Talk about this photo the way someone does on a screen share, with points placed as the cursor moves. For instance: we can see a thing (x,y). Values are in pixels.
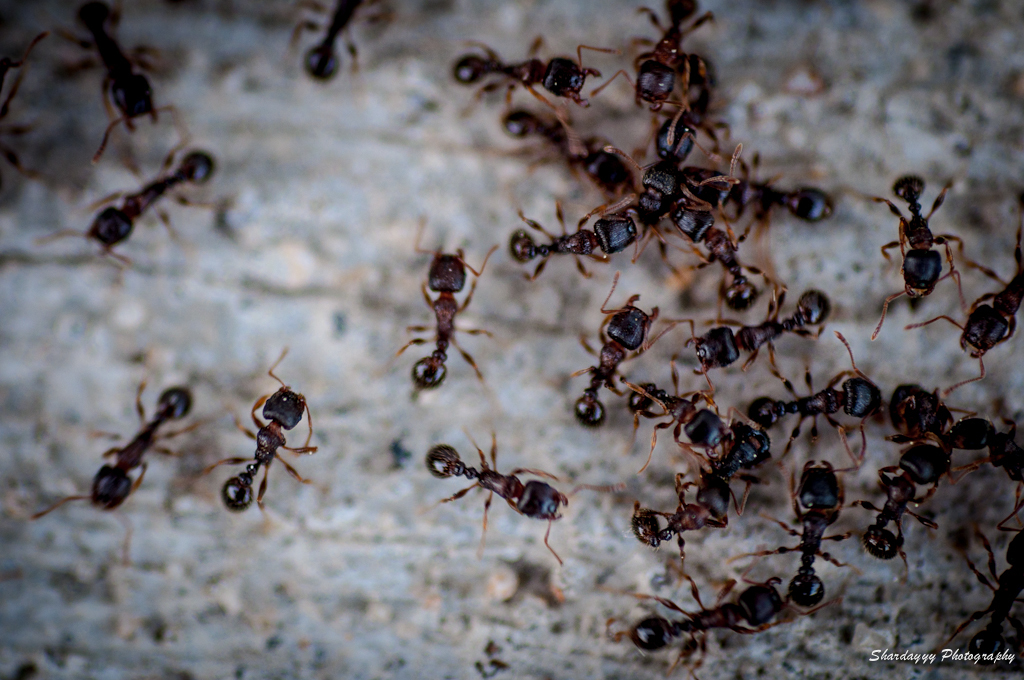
In this image we can see the ants (484,514) on the ground (503,361).
